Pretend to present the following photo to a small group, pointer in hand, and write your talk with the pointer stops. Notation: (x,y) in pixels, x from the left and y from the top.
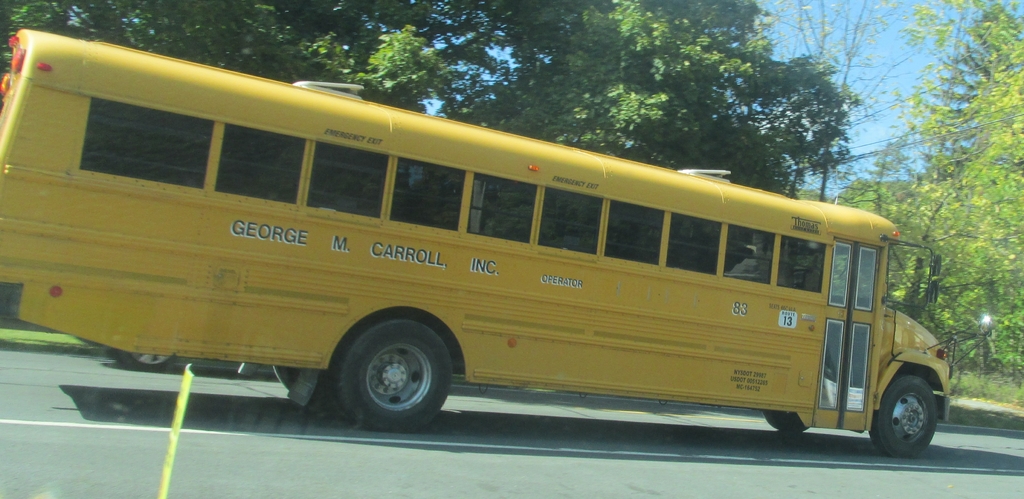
In this image we can see a motor vehicle (392,295) on the road (262,396), trees (770,153), electric cables (950,133) and sky (858,66).
